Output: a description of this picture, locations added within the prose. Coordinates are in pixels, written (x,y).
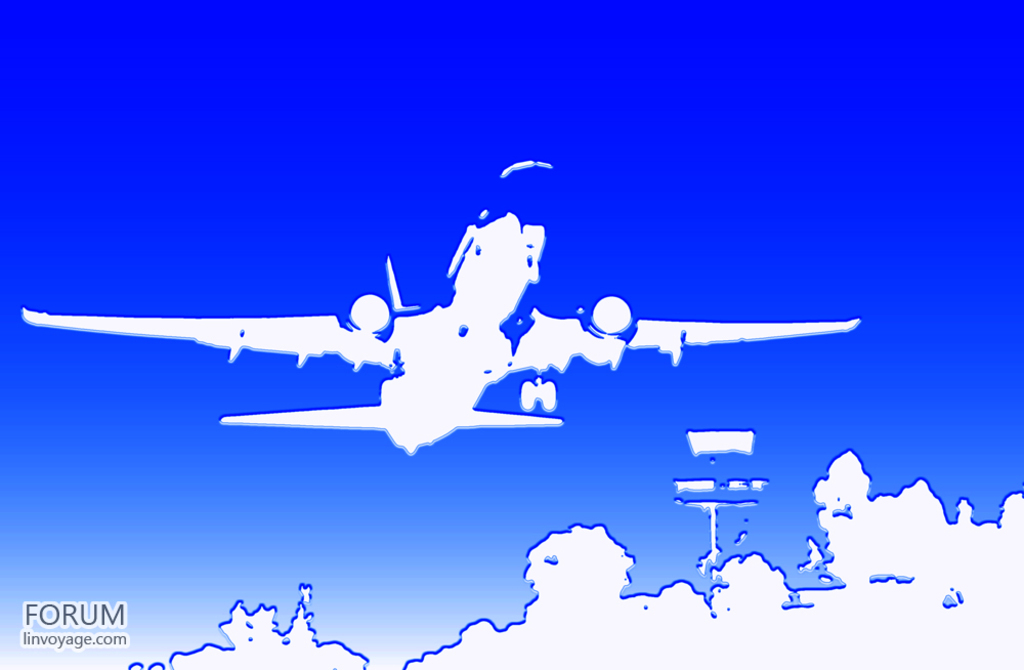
This image is an edited image. In the center of the image (406,435) we can see an aeroplane (499,374). At the bottom (570,588) there are trees (726,585) and a pole (726,432).
